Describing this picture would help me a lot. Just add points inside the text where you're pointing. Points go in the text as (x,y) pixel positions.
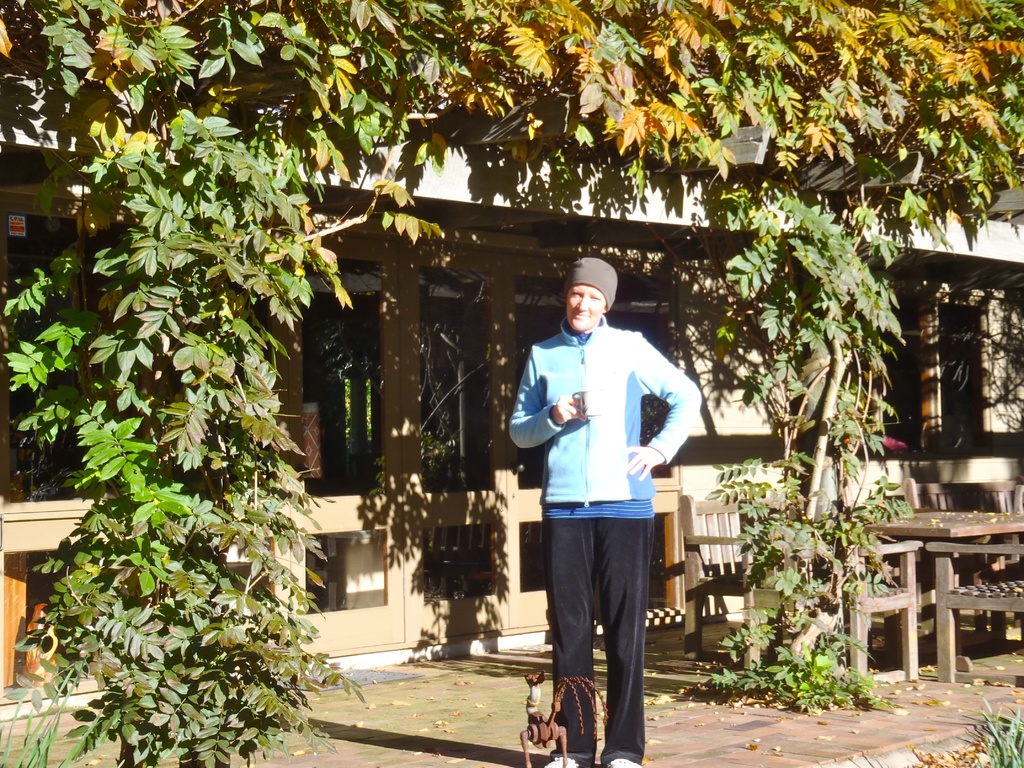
In the picture we can see a person (633,717) standing on the path (833,728) holding a cup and behind the person (613,399) we can see the house (374,229) near it we can see the plants (290,723) and a table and chairs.
